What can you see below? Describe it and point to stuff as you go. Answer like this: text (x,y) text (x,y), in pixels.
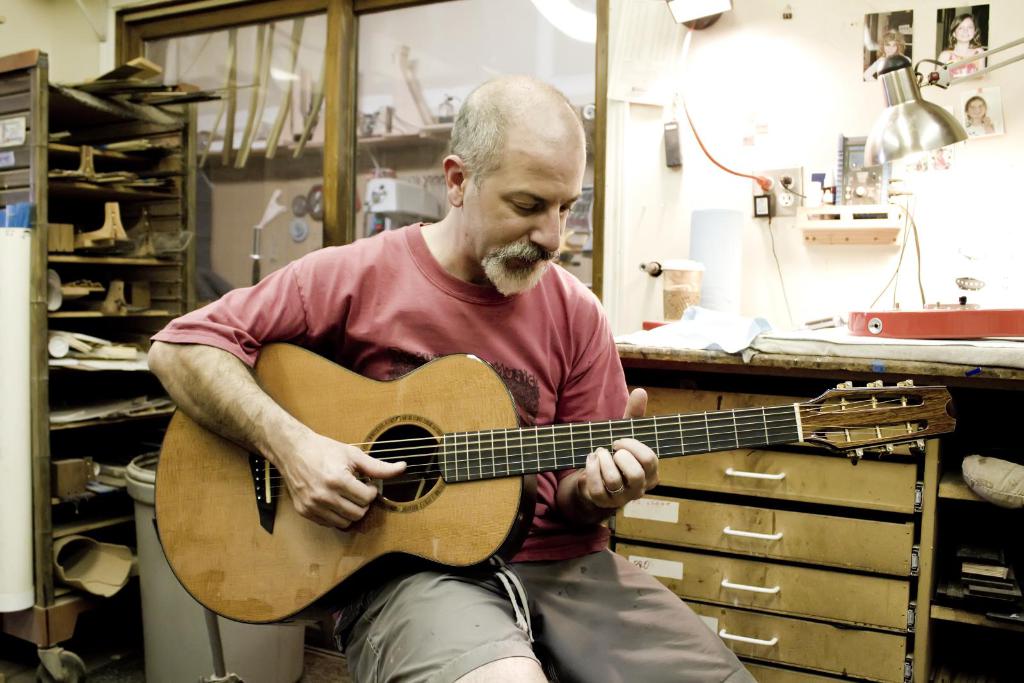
In this image in the middle (497,309) a man (539,400) is playing guitar (491,471). He is wearing a red t-shirt (539,337). in the left side (58,185) there is a rack (38,372) beside it there is a glass wall (293,122). In the right side (772,508) there is a table (763,521) with drawers (789,530). On the table (910,340) there is a table lamp (898,133) and few papers (705,330). On the wall (831,74) there are photos (871,39).
